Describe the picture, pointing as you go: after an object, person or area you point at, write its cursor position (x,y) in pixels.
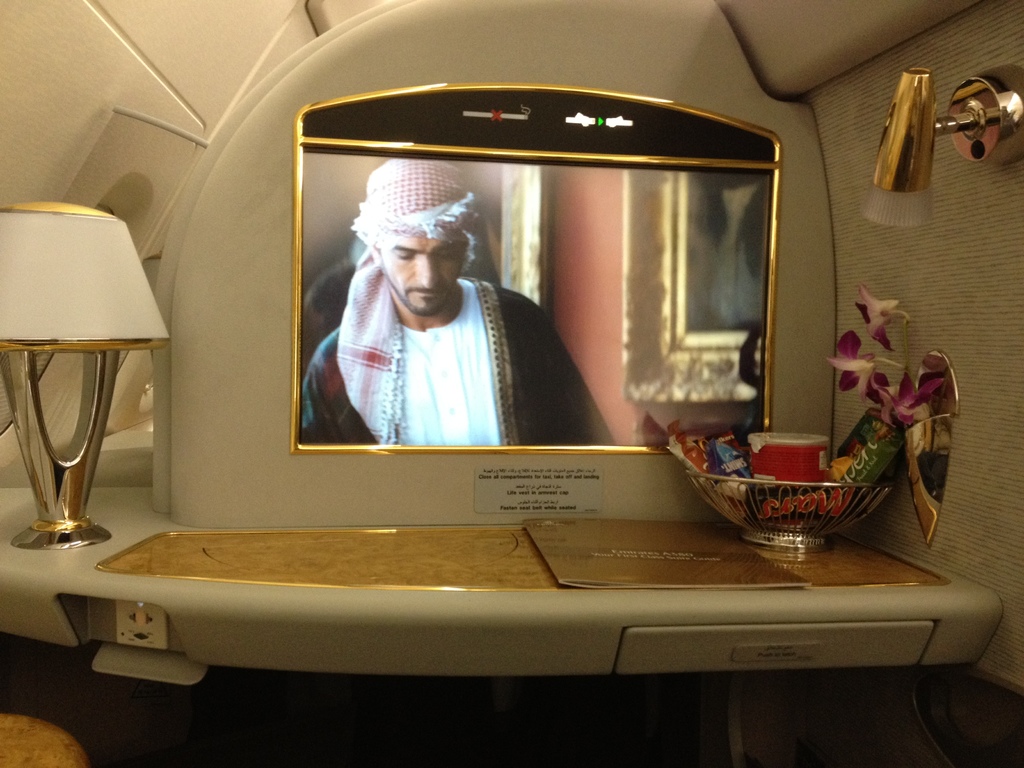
In this picture we can see lamp (69,264), objects (861,462) in a basket (786,497), flowers (890,342), screen (617,312), light (919,139) and card (643,524), in this screen (429,250) we can see a person (493,304).
